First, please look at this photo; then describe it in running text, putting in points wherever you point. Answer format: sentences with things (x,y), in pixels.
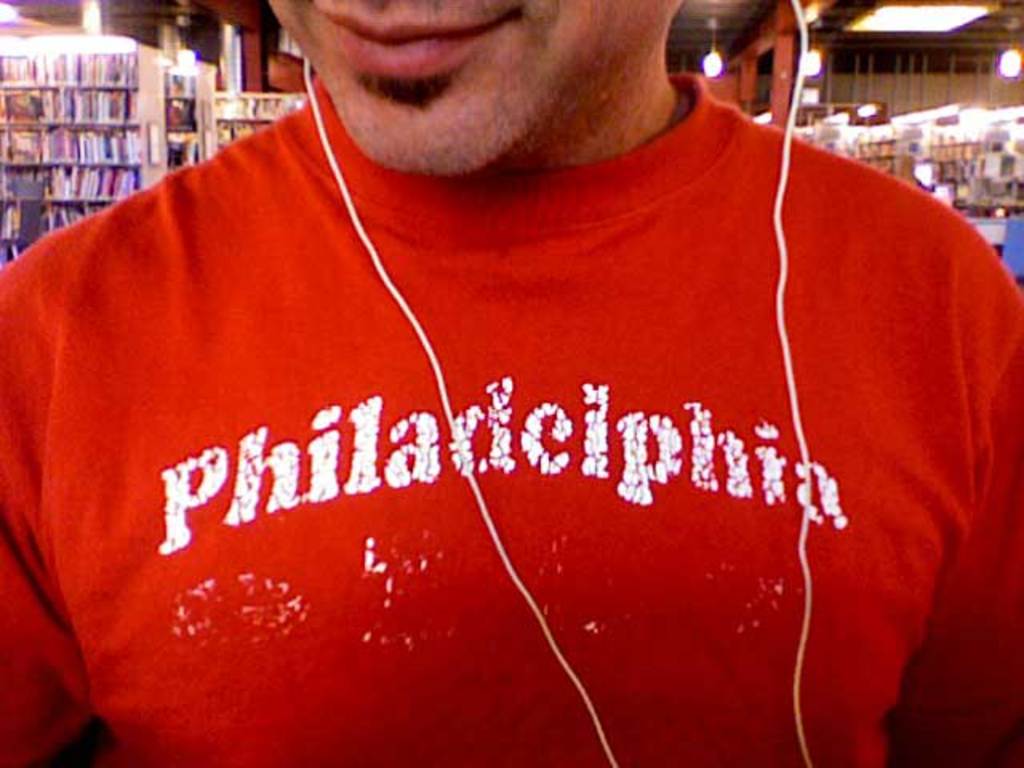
In this picture I can observe a man (280,350) wearing red color T shirts (597,362). I can observe two white color earphone wires (319,103). In the background (153,145) I can observe a store (953,160).
